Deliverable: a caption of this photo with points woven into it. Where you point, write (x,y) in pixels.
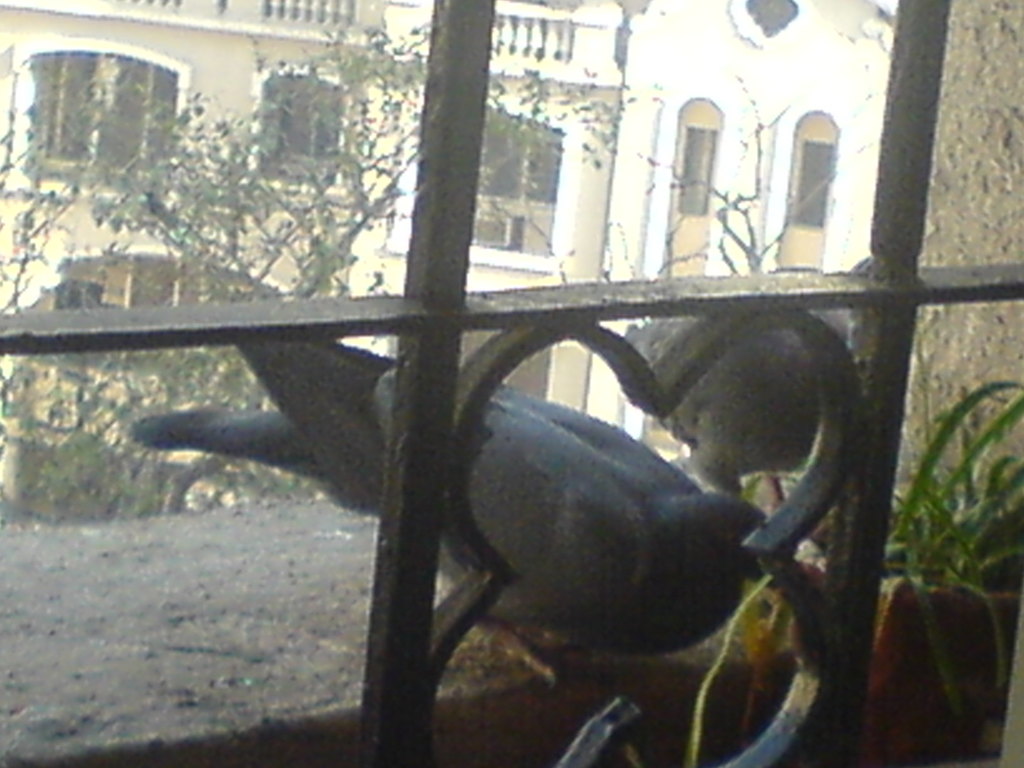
In this picture we can see a pigeon (705,498) at the window (914,107), house plant (964,735) and in the background (58,414) we can see trees (228,162), buildings (603,68) with windows (114,86).
